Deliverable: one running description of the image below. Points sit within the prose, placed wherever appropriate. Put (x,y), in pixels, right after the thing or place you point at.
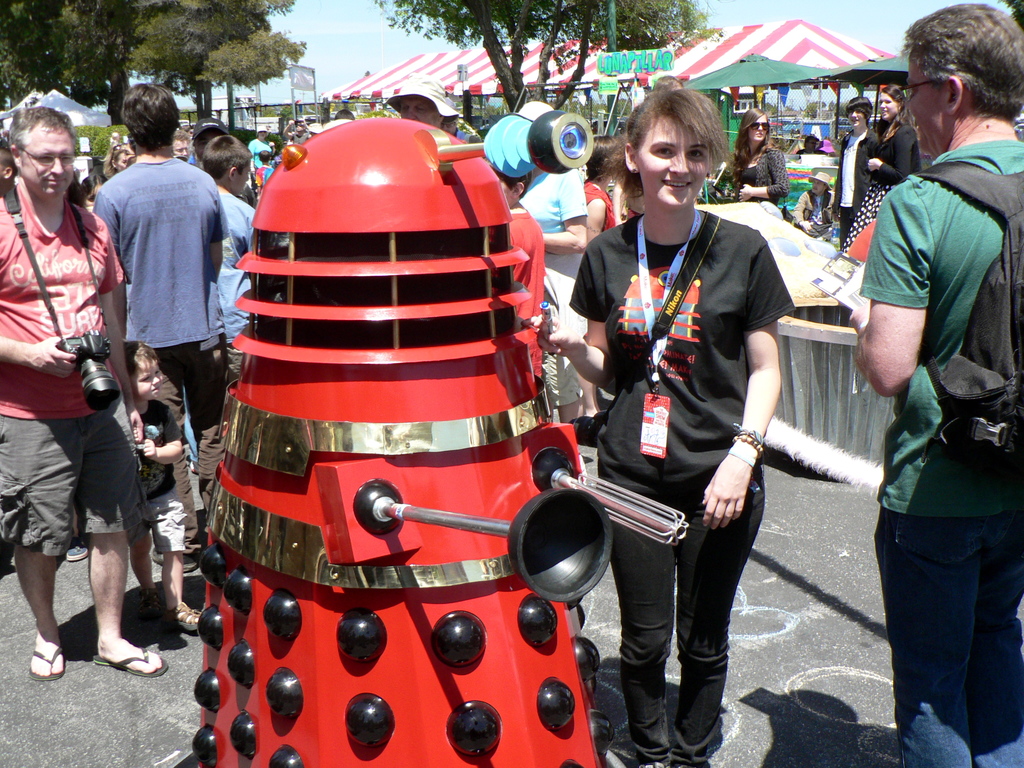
In this picture I can see a robot (369,255), there are group of people (966,141) standing, there are umbrellas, there are canopy tents (573,45), there are trees (15,43), there are decorative flags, and in the background (400,32) there is the sky (362,50).
